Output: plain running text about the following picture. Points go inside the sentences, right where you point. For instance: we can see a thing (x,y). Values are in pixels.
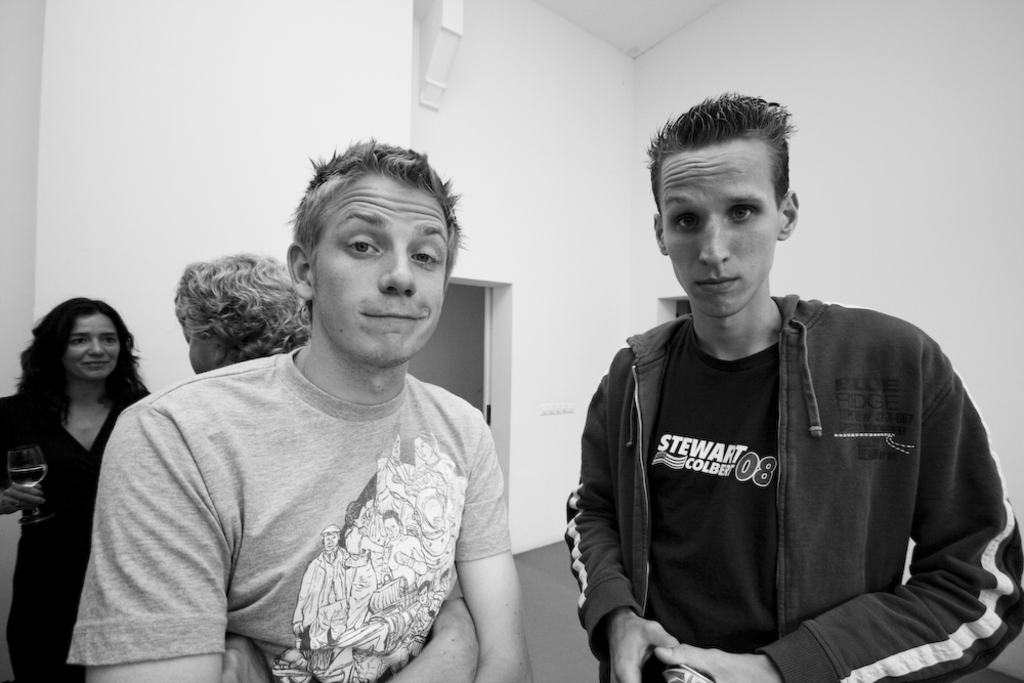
in the center of the image (421,241) we can see four people (369,444) standing. The lady (65,503) on the left (59,503) is holding a wine glass (41,479) in her hand (19,498). In the background (514,309) there is a door (477,286) and a wall (597,292).
